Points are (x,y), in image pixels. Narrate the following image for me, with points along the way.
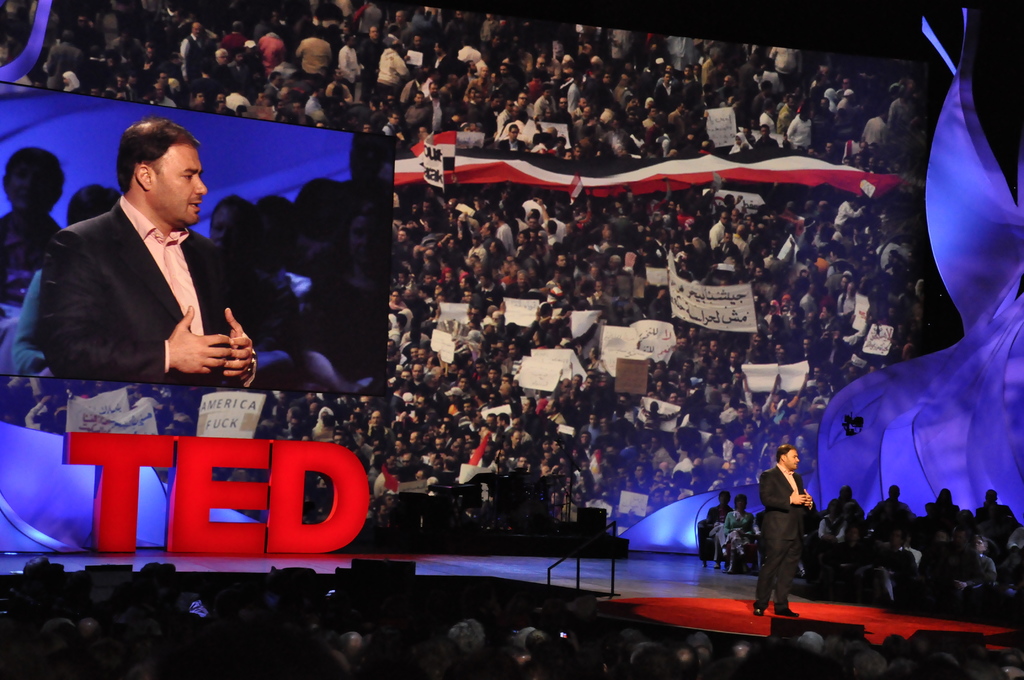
On the right side of the image (768,589) we can see a man (772,563) standing. At the bottom (359,630) there is crowd (161,642). On the left (200,361) there is a screen (171,284). In the background (458,308) there is a board (657,307).
